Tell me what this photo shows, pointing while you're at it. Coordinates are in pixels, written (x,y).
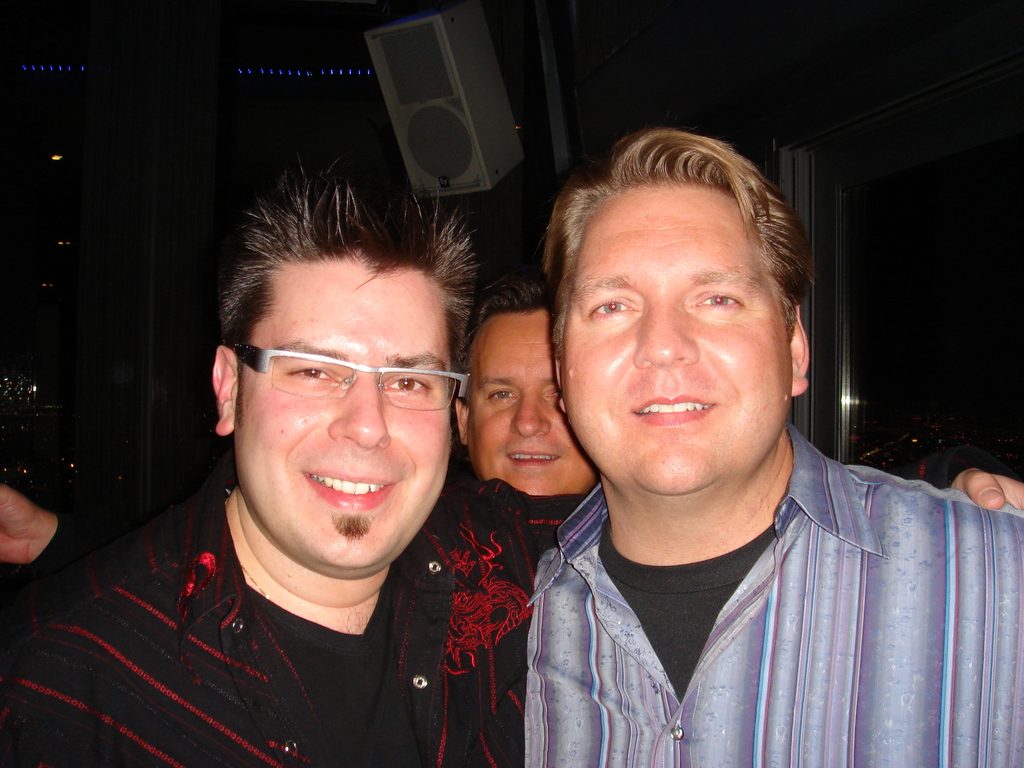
In this picture I can see few people (436,479) standing and I can see smile on their faces (390,501) and a man (387,402) wore spectacles (359,367) and I can see a speaker (501,110) and the picture looks like a inner view of a room (793,152) and the picture is taken in the dark.
